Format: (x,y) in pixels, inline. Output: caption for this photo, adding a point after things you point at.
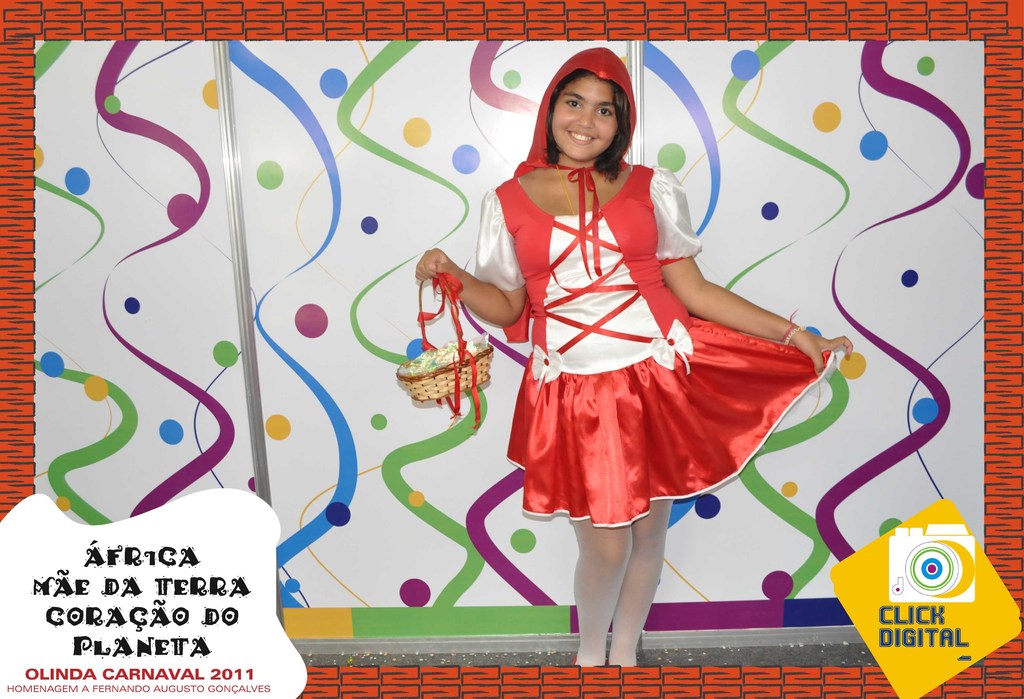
Here we can see a woman (563,339) standing on the floor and holding a basket (438,380) in her hand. In the background (442,325) there is a board (317,269) and this image is edited with a frame (34,18).
